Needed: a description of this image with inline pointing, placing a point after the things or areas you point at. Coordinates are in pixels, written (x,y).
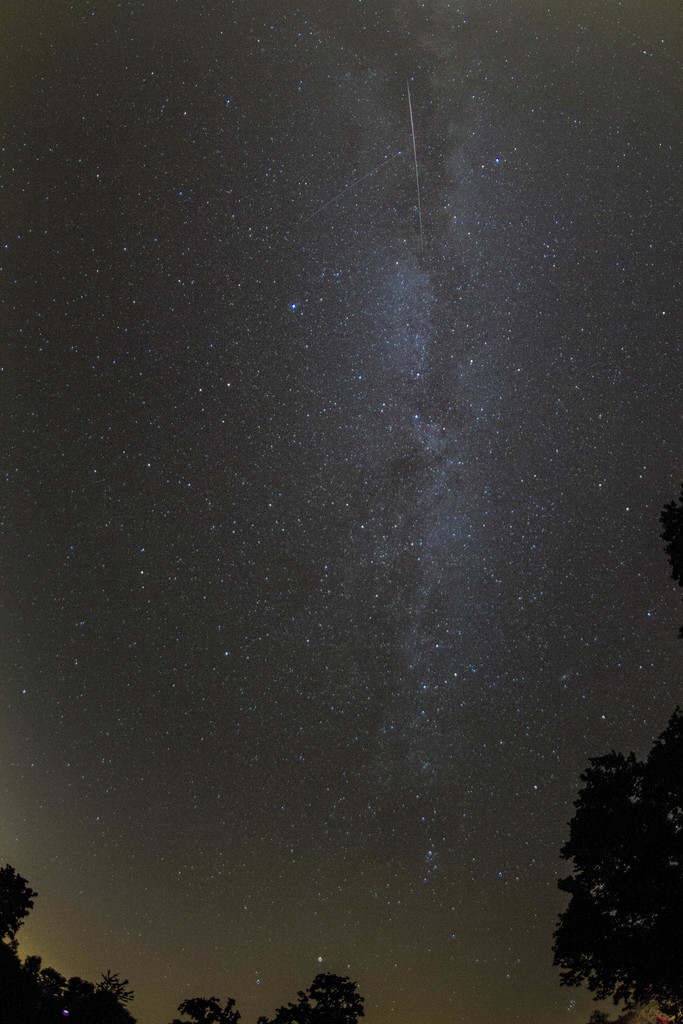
In this picture there is a night view in the photograph. In the front (26,987) bottom side there are some trees (23,978) and on the top (208,132) there are many stars (452,566) in the sky (462,585).
